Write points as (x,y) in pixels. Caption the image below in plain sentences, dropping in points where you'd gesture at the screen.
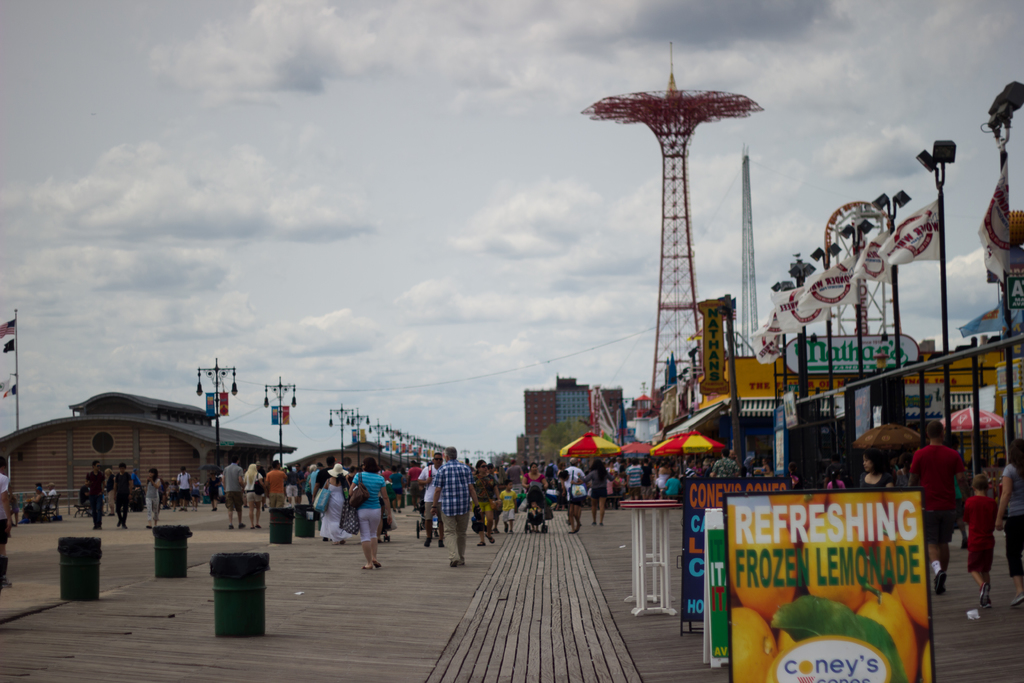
In this image there is the sky (380,166) towards the top of the image (293,157), there are clouds (443,67) in the sky (423,177), there are poles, there are street lights (282,396), there are buildings (580,398), there are flags (847,269), there are towers (673,112), there is ground (291,651) towards the bottom of the image (490,630), there are dustbins (281,534) on the ground (225,540), there are groups of persons (474,491) walking, there are umbrellas (674,445), there are boards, there is text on the boards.
